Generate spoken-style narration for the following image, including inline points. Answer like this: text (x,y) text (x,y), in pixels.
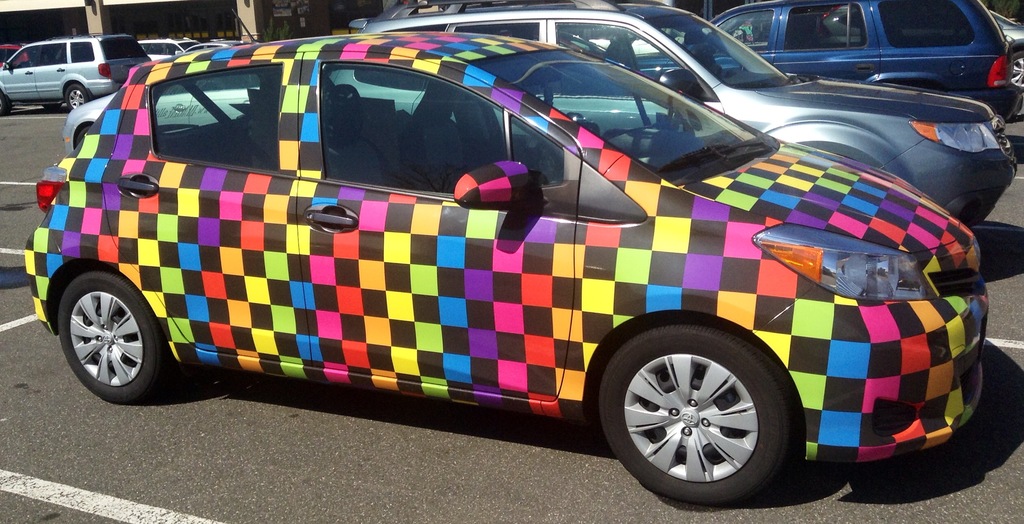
In this image we can see motor vehicles (436,275) parked on the road (401,400) in rows.
